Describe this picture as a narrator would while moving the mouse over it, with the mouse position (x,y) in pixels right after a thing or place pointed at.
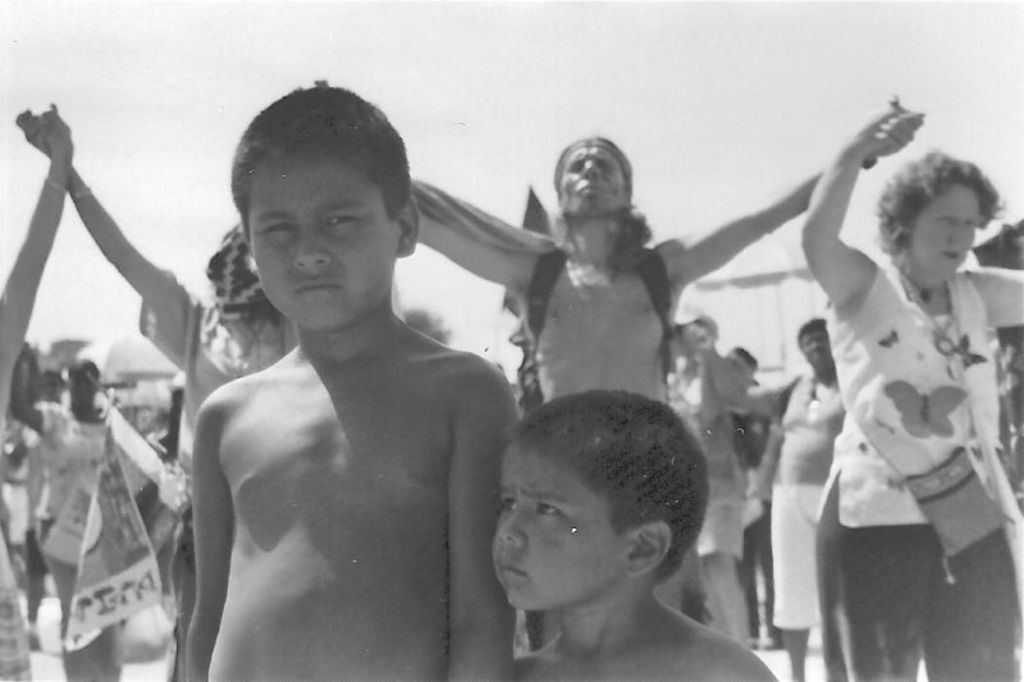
It is a black and white image. Here we can see children (409,568). Background (977,670) we can see people (881,486) and sky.
